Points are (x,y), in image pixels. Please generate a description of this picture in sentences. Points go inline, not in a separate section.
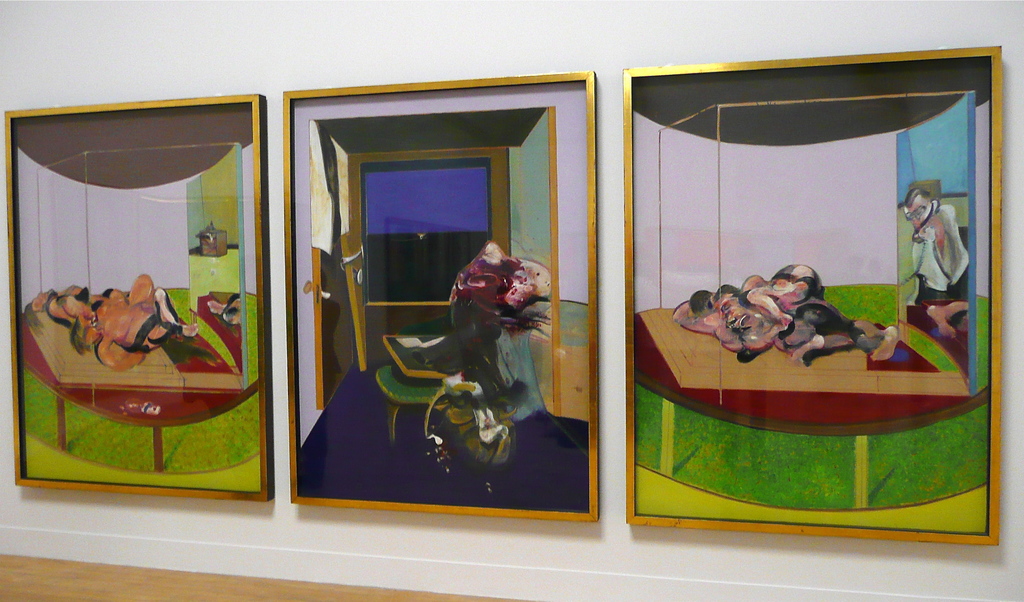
In this picture, we see a white wall (274,505) on which three photo frames (578,374) are placed. This picture might be clicked inside the room (482,400).
